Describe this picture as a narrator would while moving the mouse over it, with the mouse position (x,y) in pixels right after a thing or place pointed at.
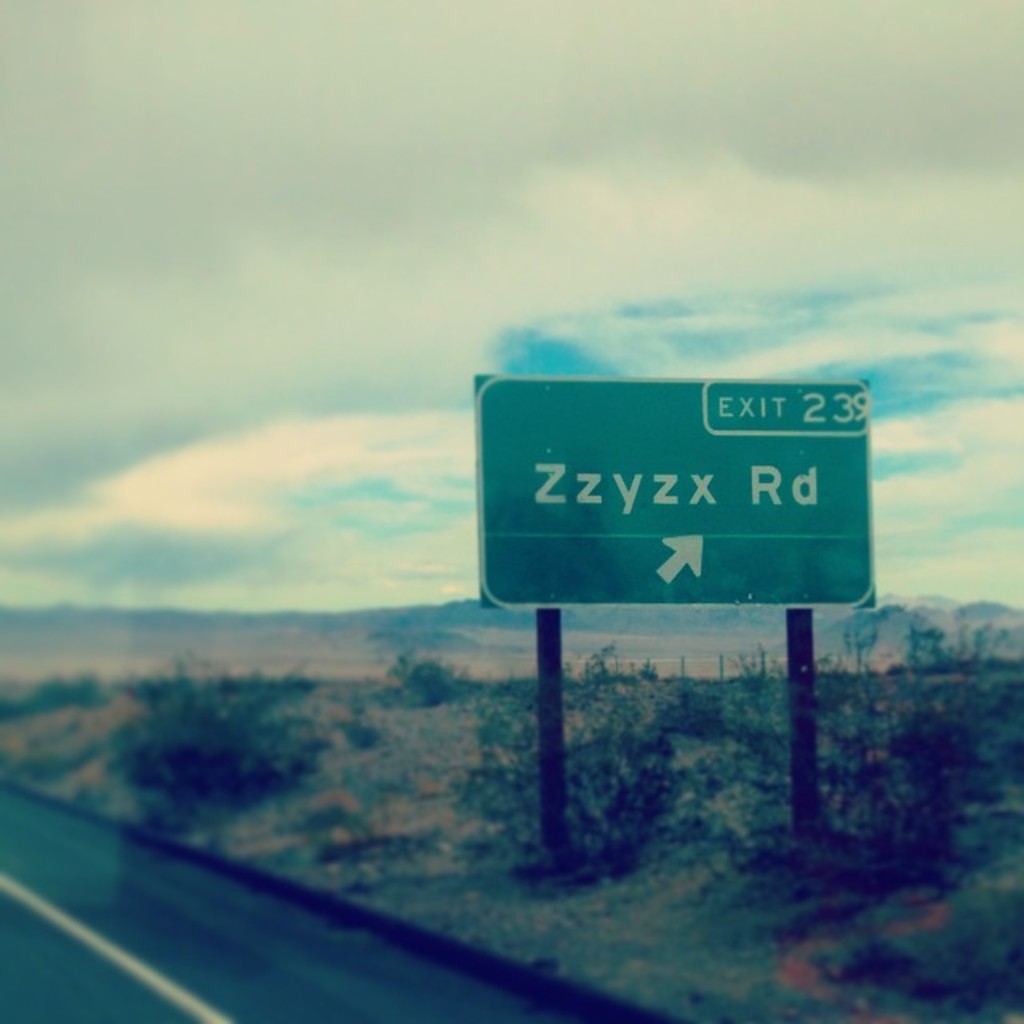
In the picture we can see a part of a road (298,943) and beside it we can see a path (86,753) with plants (207,792) and a board (553,740) on it we can see a arrow mark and behind it, far away we can see some hills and sky (946,296) with clouds (946,296).
